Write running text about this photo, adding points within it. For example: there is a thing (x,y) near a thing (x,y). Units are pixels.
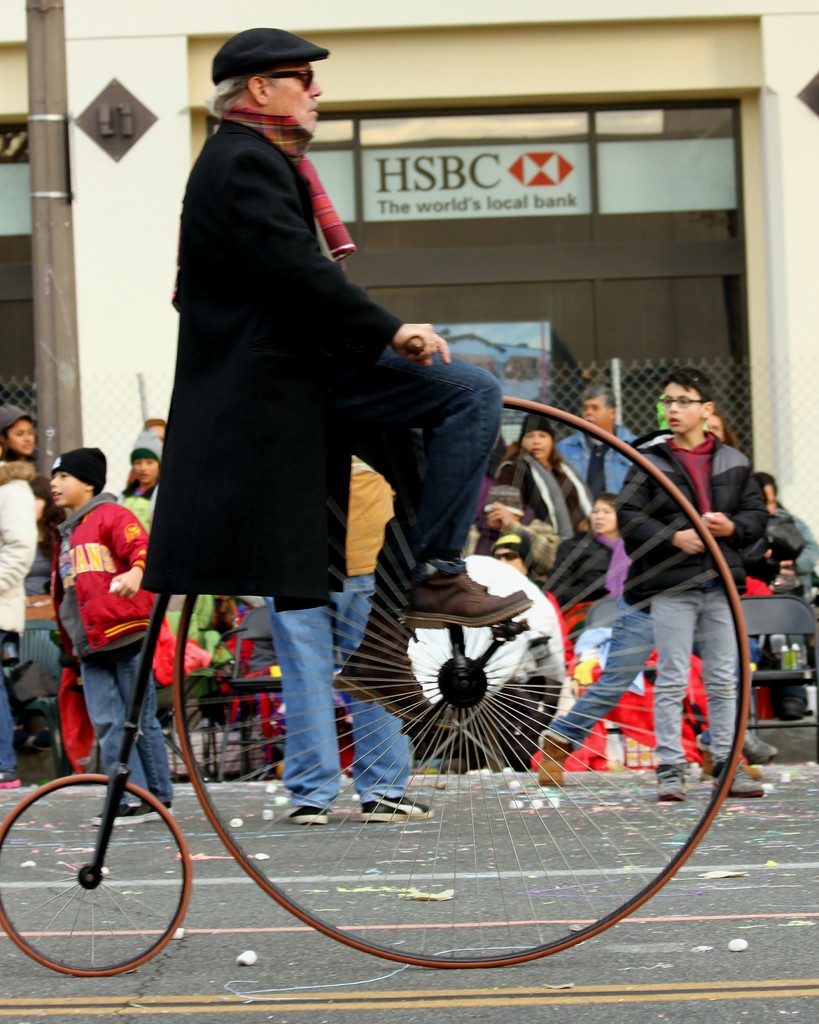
There is a man (277,576) riding a vehicle (99,847). This is wheel (477,968) and here we can see some persons (596,694) are standing on the road (776,988). In the background (624,204) there is a building (100,204). And this is pole (58,455) and there is a board (584,163).
